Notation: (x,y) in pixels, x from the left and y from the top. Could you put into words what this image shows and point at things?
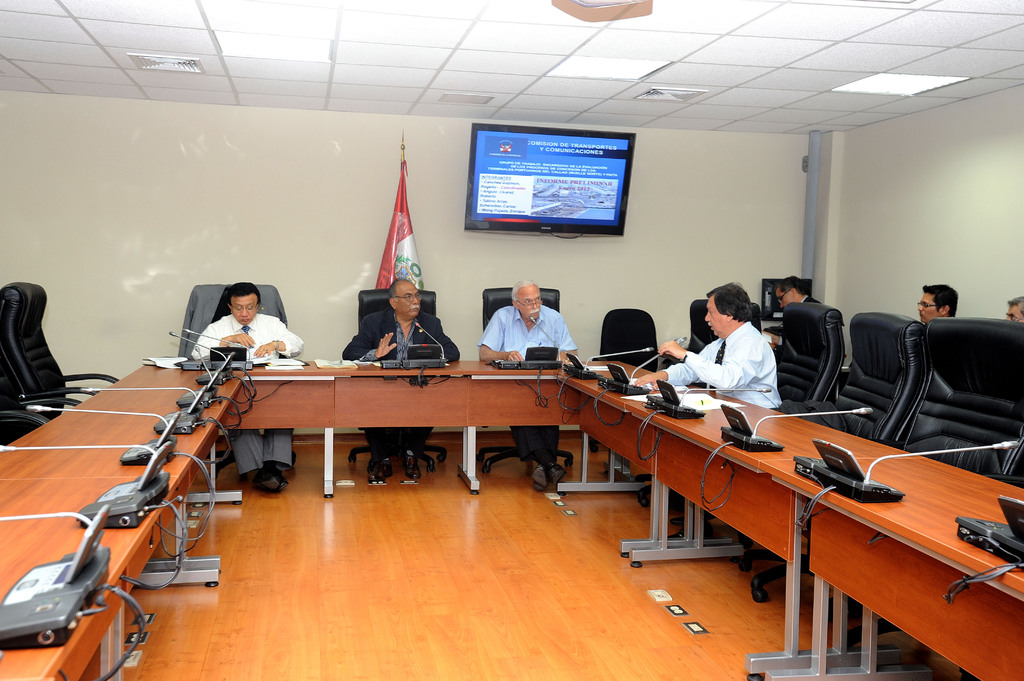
In this image we can see group of people (513,351) who are seated on the chairs (966,360) in a room (358,314) we can see microphones (443,352) and telephones (416,347) in front of them on the tables (411,404) in the background (501,199) we can see television (551,186).
